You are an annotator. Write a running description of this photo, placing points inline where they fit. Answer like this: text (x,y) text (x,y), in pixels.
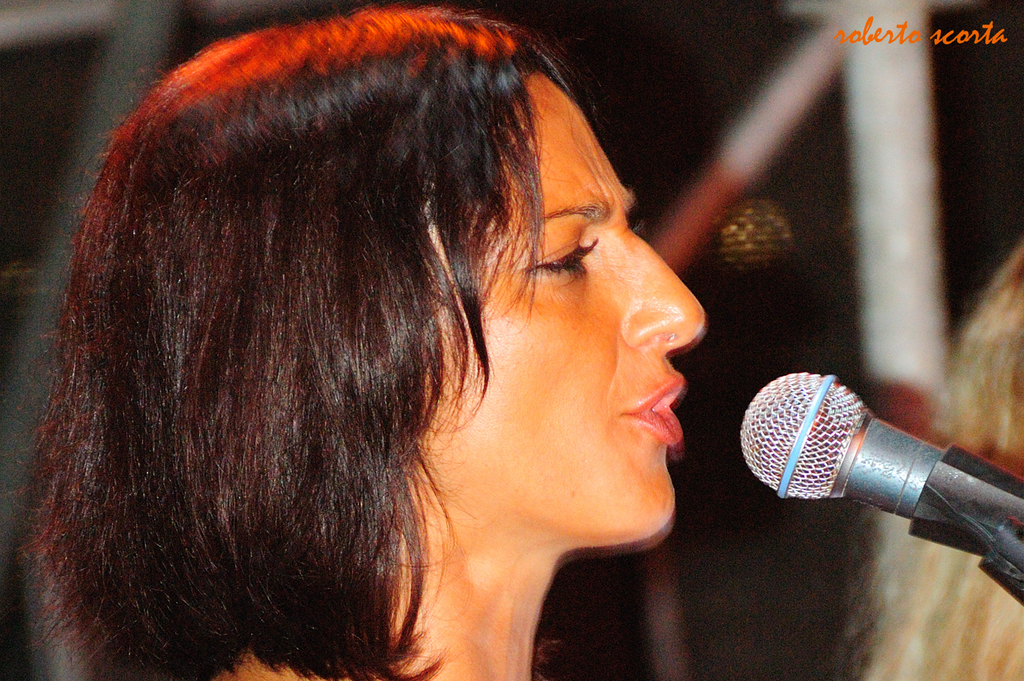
In the image there is a woman (462,419) and it looks like she is singing a song, there is a mic (814,436) in front of her, the background of the woman (398,250) is blur.
